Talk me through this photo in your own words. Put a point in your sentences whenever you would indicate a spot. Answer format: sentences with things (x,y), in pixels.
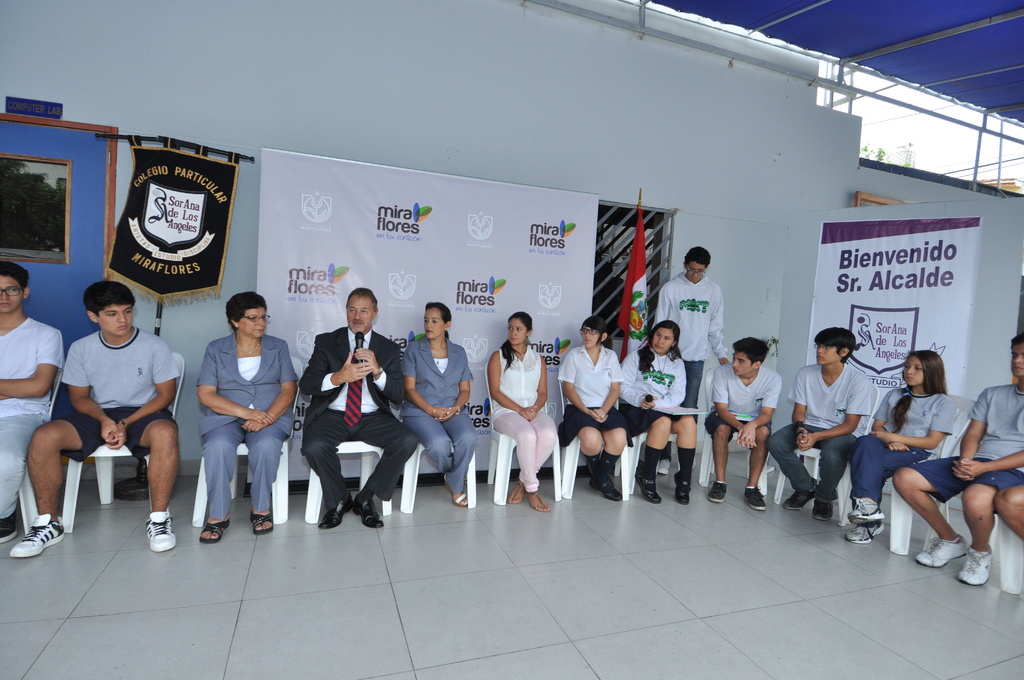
In this image we can see a group of people (600,471) sitting on the chairs (562,496). In that a man (388,481) and a woman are holding the mikes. On the backside (286,225) we can see the flag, a person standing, some banners (309,309) with text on them, a window (616,339) with a metal grill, wall (209,322), a door (40,160), name plate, some wires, a roof (814,37) with some metal poles (789,75) and the sky (924,134).
